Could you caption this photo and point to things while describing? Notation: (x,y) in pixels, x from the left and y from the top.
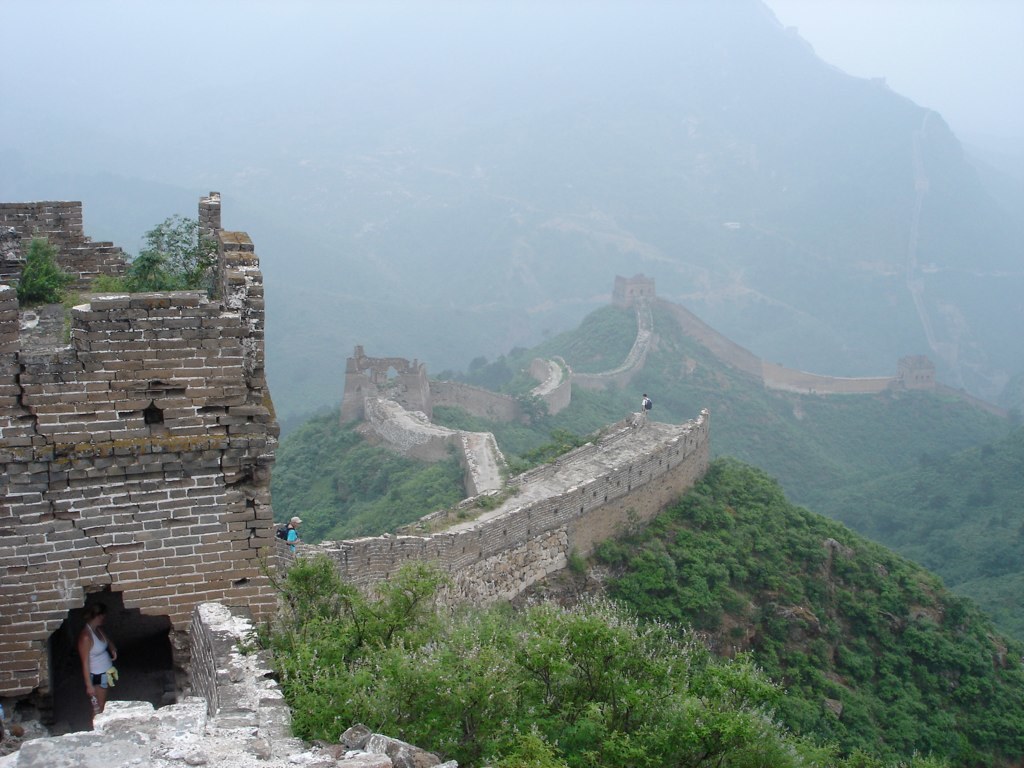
In this image we can see there is a great wall of china (649,464) and there are a few people (100,669) standing. In the background (805,529) there are trees (672,568) and plants (734,577) on the mountain (820,462) and a sky (918,33).
